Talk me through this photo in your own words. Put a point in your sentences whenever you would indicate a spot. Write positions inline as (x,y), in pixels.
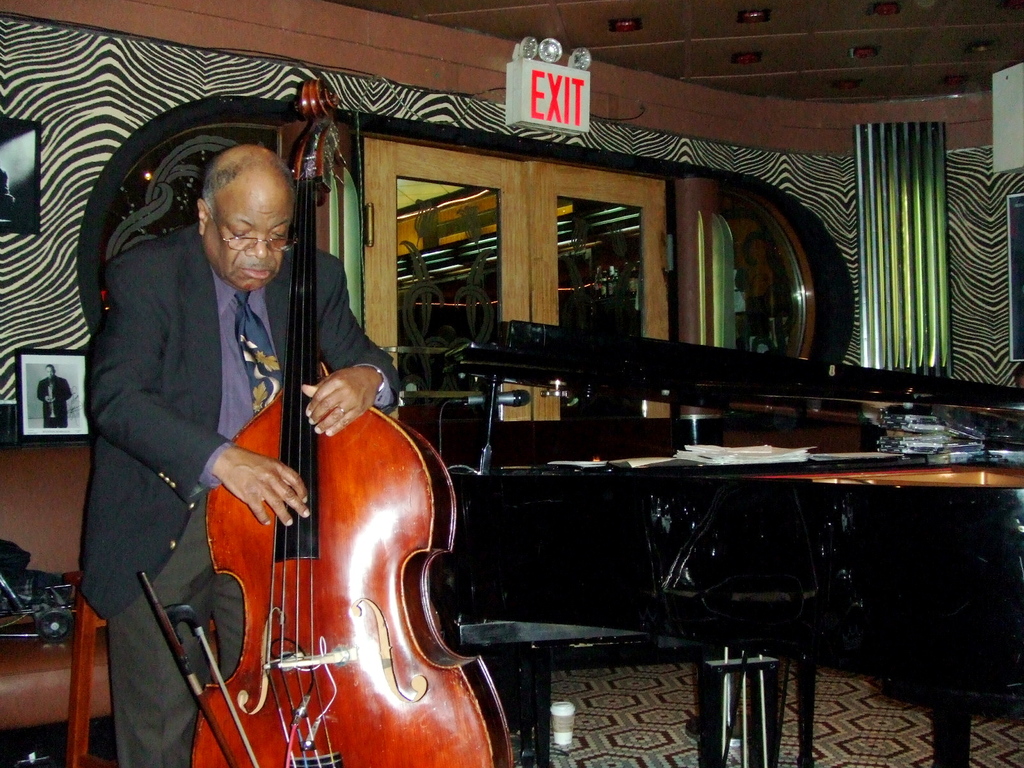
On the left side of the image (202,323) there is a man (205,361) standing. He is wearing a suit (177,334). He is holding a double bass (340,502) in his hand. On the right (793,578) there is a piano (703,561). In the background (587,300) there is a window (471,303), wall (858,287) and a frame (55,414).
